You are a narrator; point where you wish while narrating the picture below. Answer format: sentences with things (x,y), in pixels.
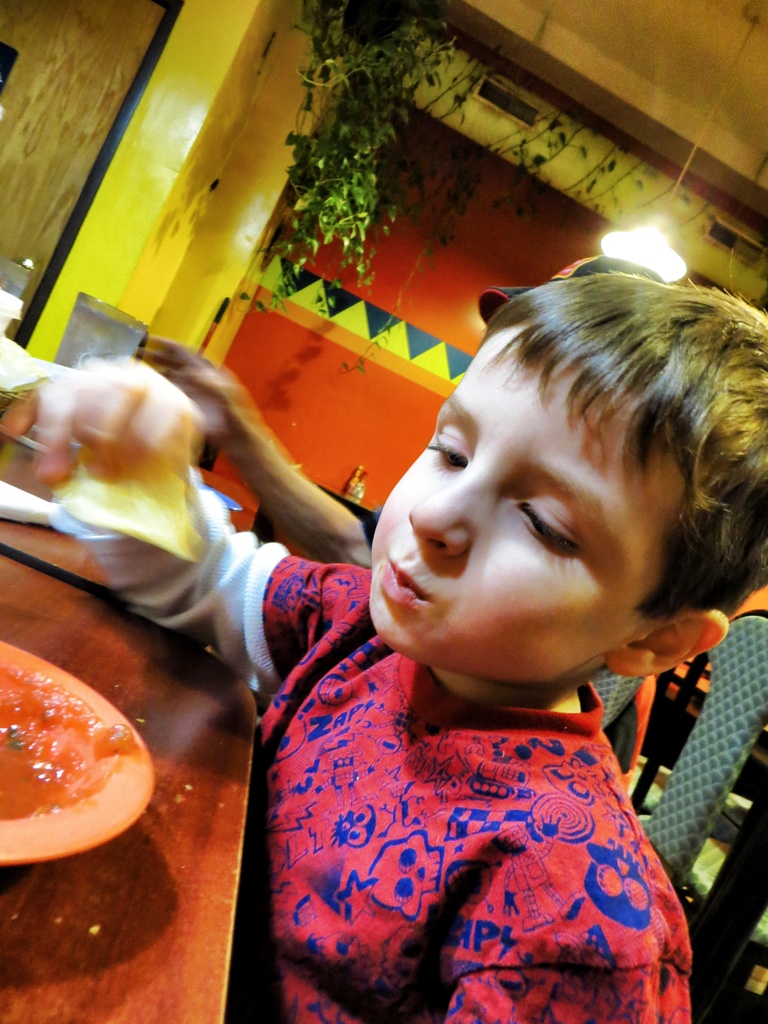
On the right side (581,635), there is a child (496,771) in a red color shirt (450,827), sitting on a chair (717,659), holding a food item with one hand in front of a table (173,669) on which, there is a bowl (82,837). Beside him, there is another person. In the background (287,282), there is a light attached to the roof (711,67), there is a plant (308,229) and there is a wall (199,187).
